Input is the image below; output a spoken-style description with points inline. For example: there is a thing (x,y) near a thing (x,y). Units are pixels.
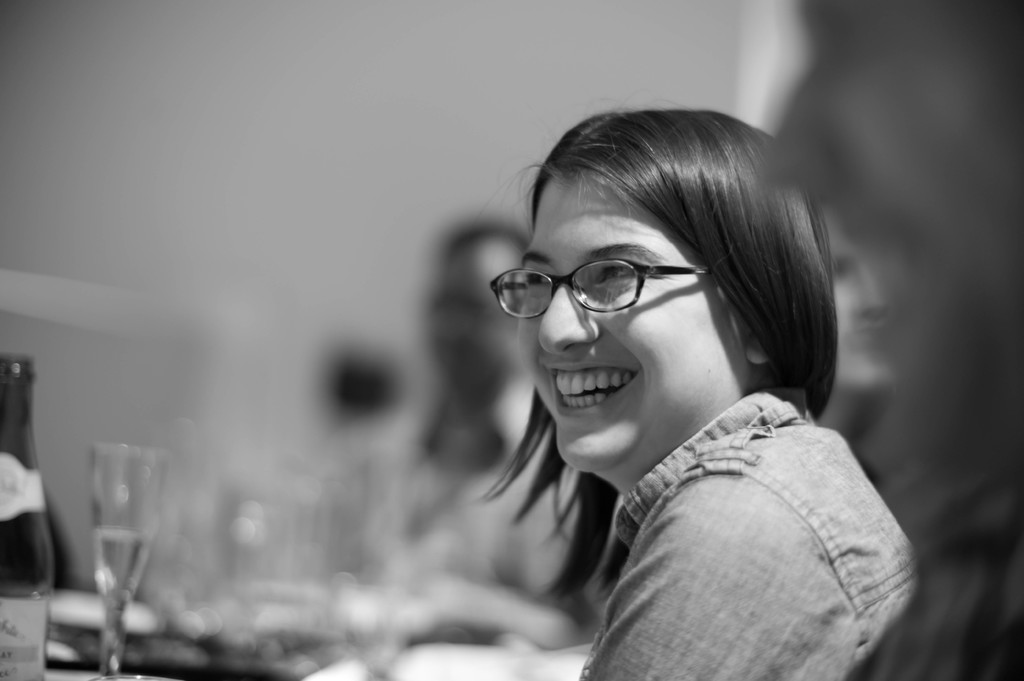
In this image there is a woman (569,390) smiling, in front of the woman (580,367) there is a bottle of wine (26,581) and glasses (294,549) on the table (250,596), behind the woman (522,466) there are a few other people (428,532).
